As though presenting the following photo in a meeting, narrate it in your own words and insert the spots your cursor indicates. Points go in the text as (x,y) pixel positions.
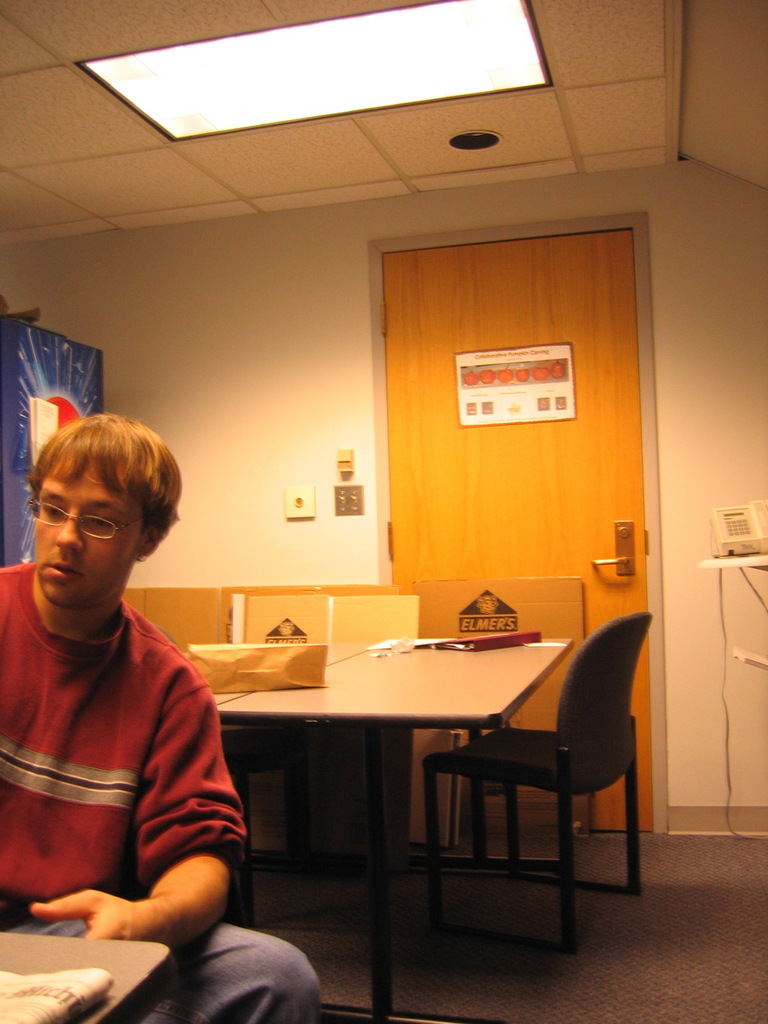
A man (103,786) with red t-shirt (103,786) is sitting in front of the table (111,959). On the table (21,972) there is a paper (48,990). Behind him there is another table (391,685). On the table (375,667) there is a cover (278,660). And in front the table (490,680) there is a black color chair (582,720). In the left corner (46,391) we can see a refrigerator (43,372). And in the middle of the wall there is a door (585,516) with poster (540,389). And to the right corner (745,511) we can see a telephone (729,517).
